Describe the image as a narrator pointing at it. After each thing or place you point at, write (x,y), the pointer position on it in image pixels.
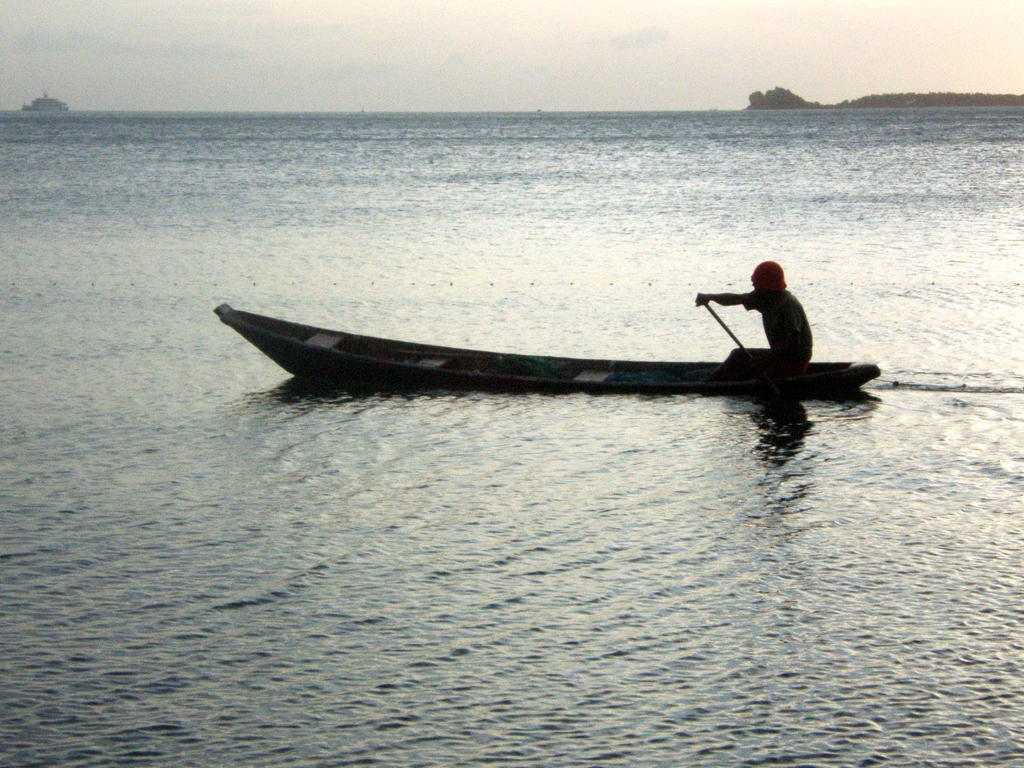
There is a person (788,317) sitting on a boat (619,389) and riding it on the water (509,420) of an ocean (219,358). In the background (70,83), there is a ship (39,103) on the water (77,120), there is a mountain (941,100) and there are clouds (391,26) in the sky (364,40).
